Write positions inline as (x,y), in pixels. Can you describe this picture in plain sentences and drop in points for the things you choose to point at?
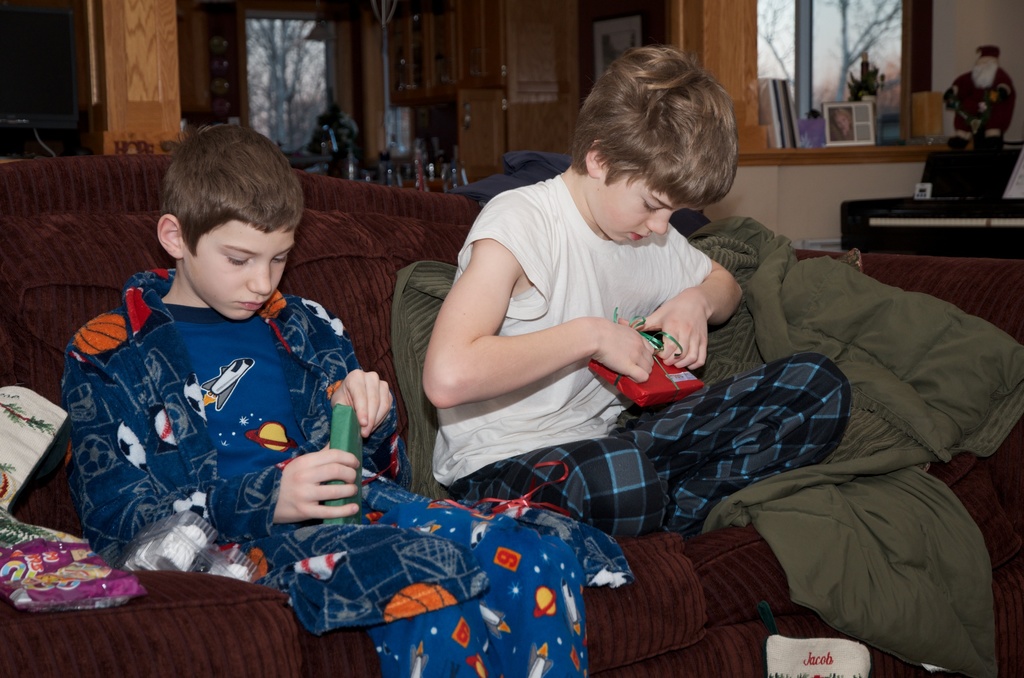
In this image we can see two kids (449,388) who are wearing white and blue color dress (269,449) respectively sitting on the couch (114,283) holding somethings (355,434) in their hands (702,343) which are of different colors and in the background of the image (407,109) there are some cupboards (470,137), table (821,160), toys (1000,84) and some paintings (849,130) on the table (883,157).
